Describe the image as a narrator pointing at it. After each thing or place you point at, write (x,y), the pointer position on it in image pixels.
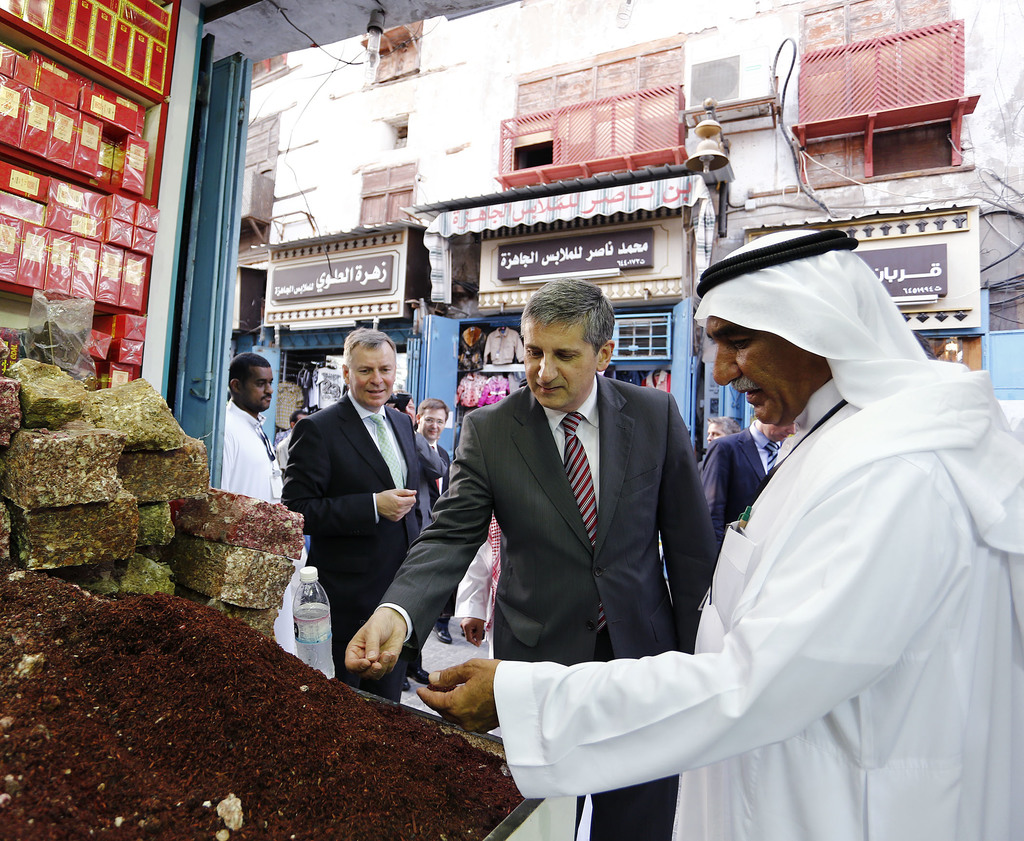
In this picture there are few persons (718,485) standing and there is a powder (301,730) which is in brown color and some other objects (169,578) in front of them and there are few stores (588,249) in the background (594,243).
